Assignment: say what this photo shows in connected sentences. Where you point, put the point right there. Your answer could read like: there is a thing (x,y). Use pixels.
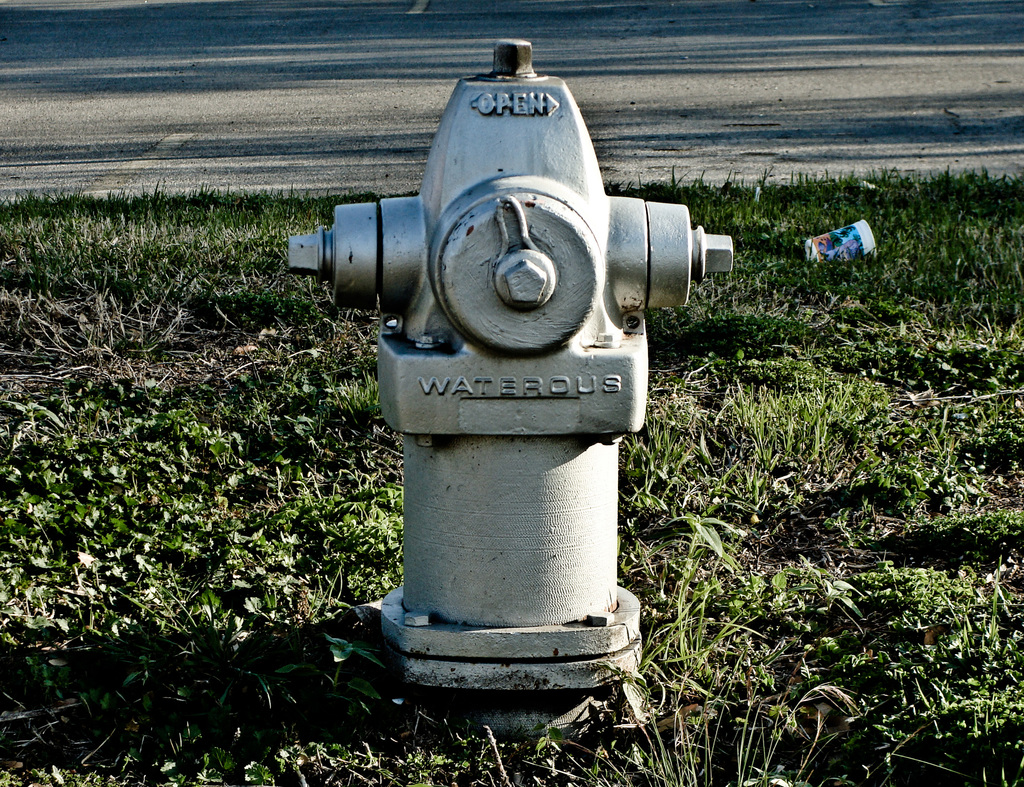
In this image we can see a fire hydrant (519,421) and grass (372,496).
